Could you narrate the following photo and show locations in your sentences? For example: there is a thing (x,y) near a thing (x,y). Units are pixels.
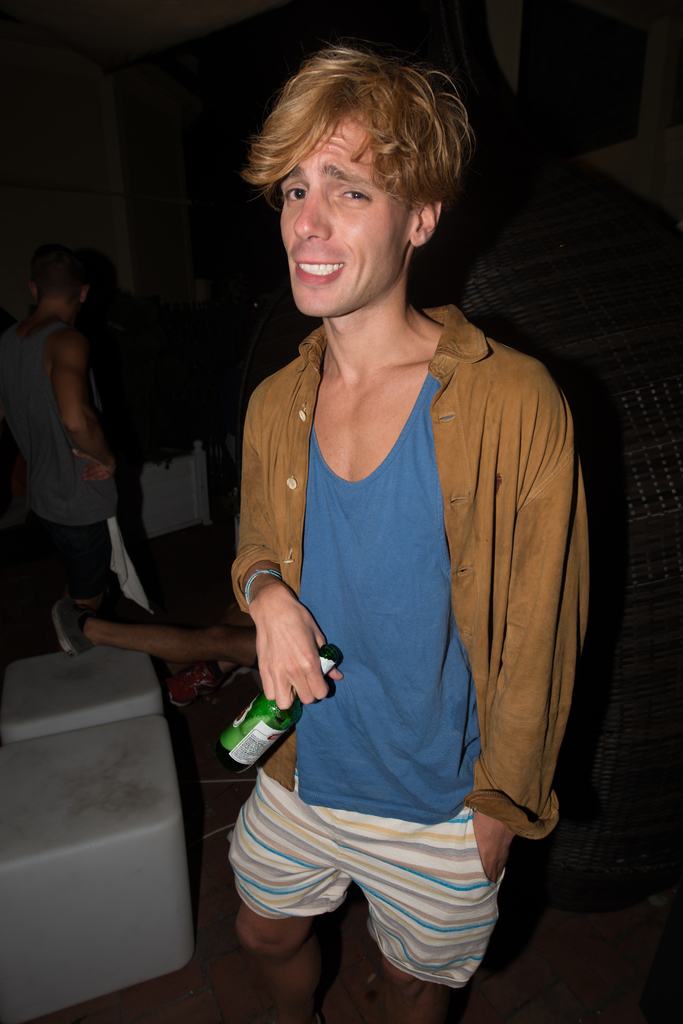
These persons (322,642) are standing and this person (343,728) holding bottle (292,714). This is floor (325,984). We can see chairs (41,797).
